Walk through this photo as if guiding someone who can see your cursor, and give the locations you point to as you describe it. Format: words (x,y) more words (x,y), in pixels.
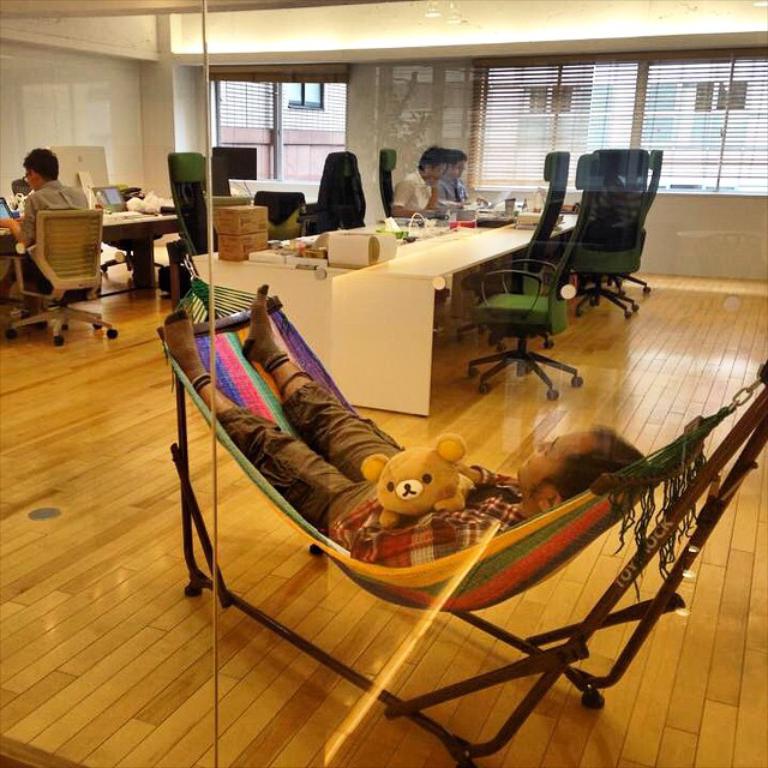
This picture shows few people (52,199) seated on the chairs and we see monitors (93,148) and boxes (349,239) and papers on the table (421,273) and we see a man (300,486) laying on the hammock (657,475) holding a toy (392,521) in his hand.
